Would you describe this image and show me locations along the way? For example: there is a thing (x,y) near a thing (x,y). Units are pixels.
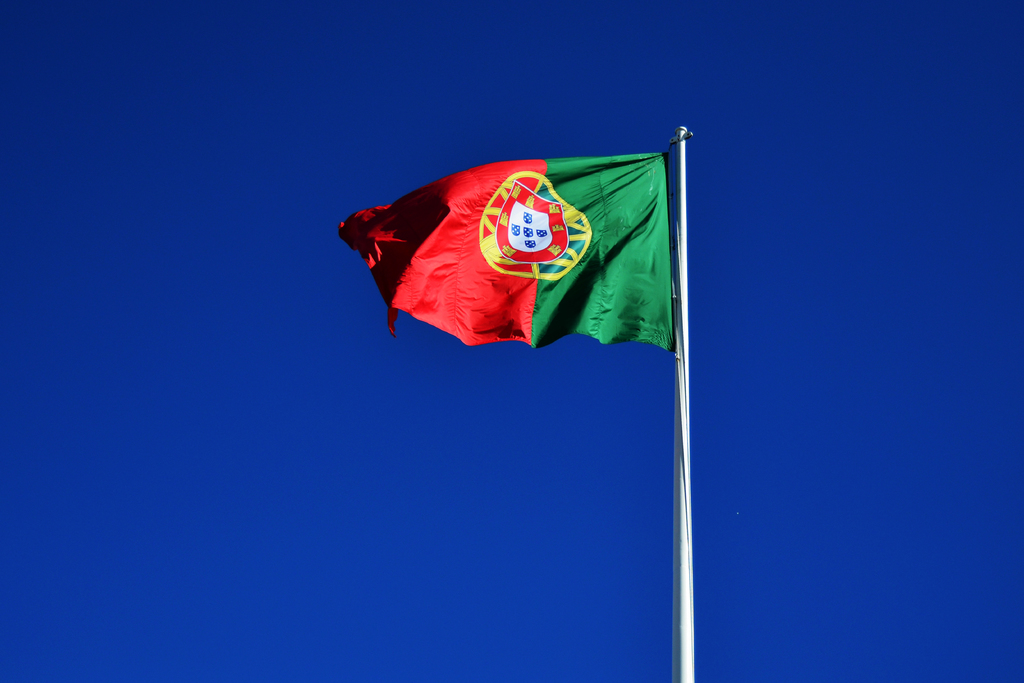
In the foreground of this image (566,245), there is a flag (626,244) to a pole (684,272) and the blue background (709,394).
